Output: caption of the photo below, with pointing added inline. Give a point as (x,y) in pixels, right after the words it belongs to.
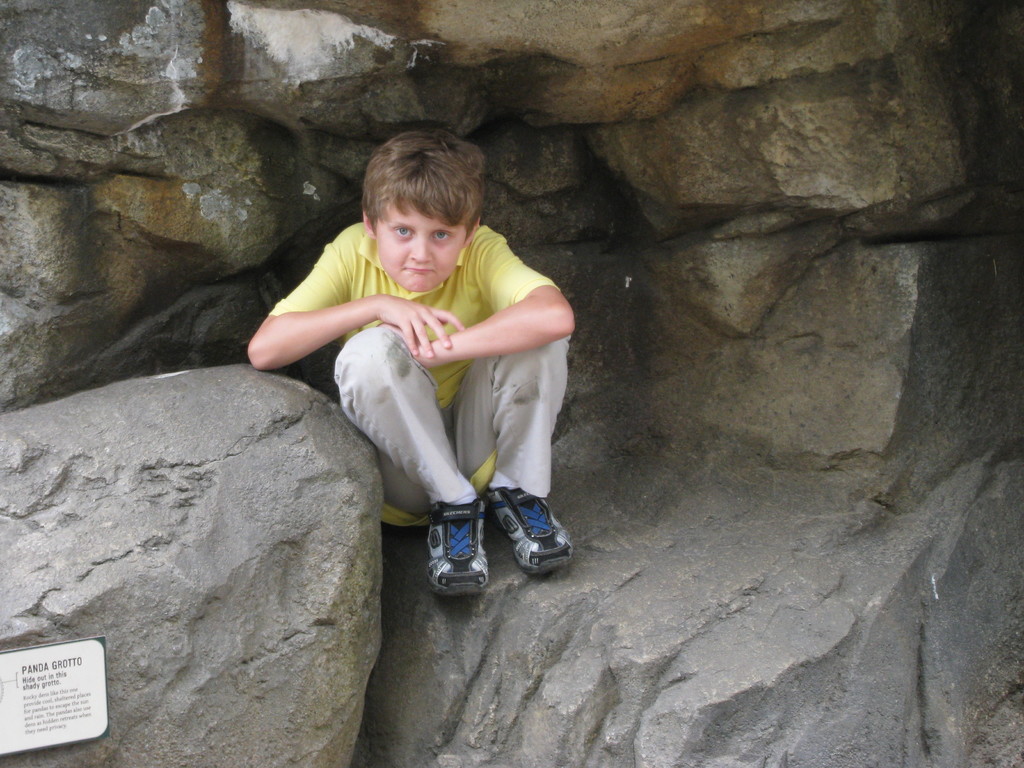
In the background (545,4) portion of the picture we can see the rock wall (623,258). In this picture we can see a boy (562,312) wearing a yellow t-shirt (531,274). He is sitting on a rock surface (658,702). In the bottom left corner of the picture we can see a board (104,683) and some information (104,683).
